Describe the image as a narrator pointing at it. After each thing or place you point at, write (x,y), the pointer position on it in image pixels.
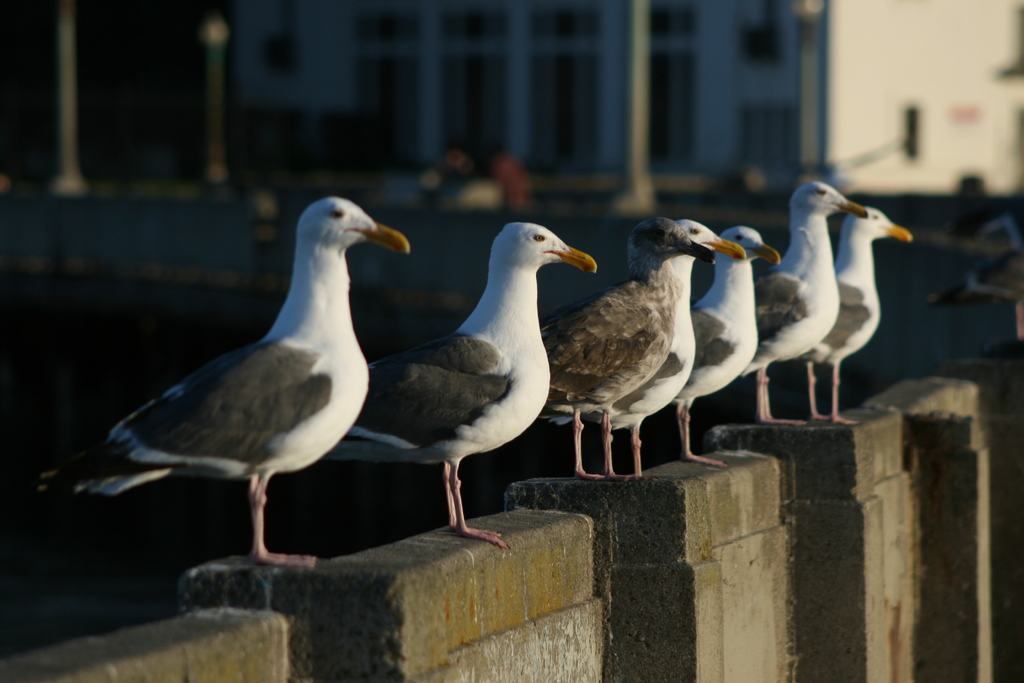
In the foreground of this image (864,218), there are birds (826,308) on the wall (567,562). In the background (622,40), it seems like a building (673,135).
